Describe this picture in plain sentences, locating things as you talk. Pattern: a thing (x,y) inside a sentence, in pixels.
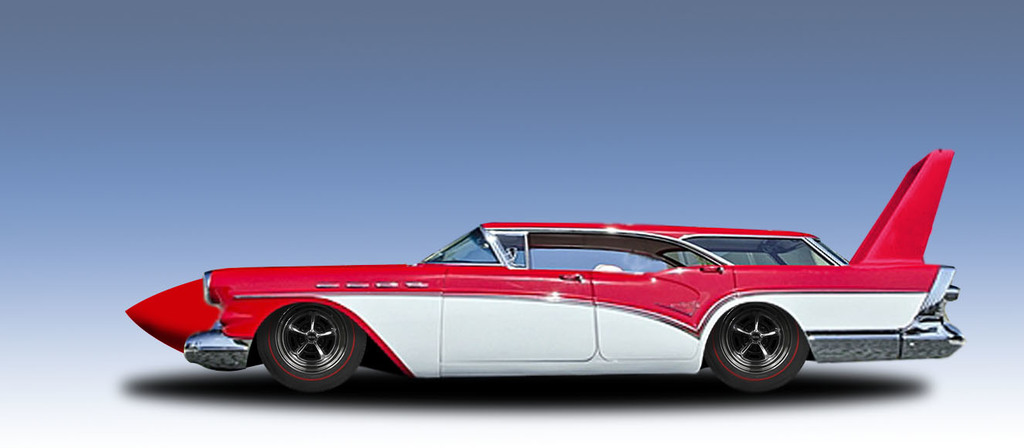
In the image there is a toy car (579,301), it is of white and red color.
